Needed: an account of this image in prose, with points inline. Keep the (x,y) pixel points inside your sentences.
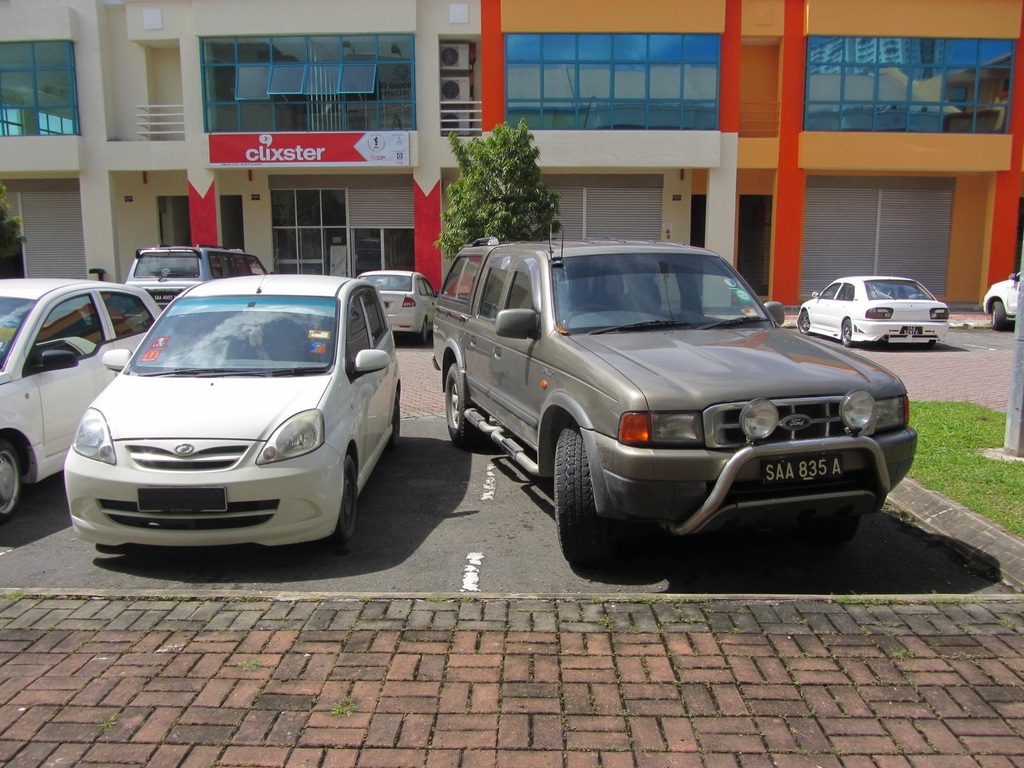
This is the picture of a place where we have some cars (456,354) parked and behind there are some buildings (371,204) to which there is a board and also we can see a plant (507,160).
